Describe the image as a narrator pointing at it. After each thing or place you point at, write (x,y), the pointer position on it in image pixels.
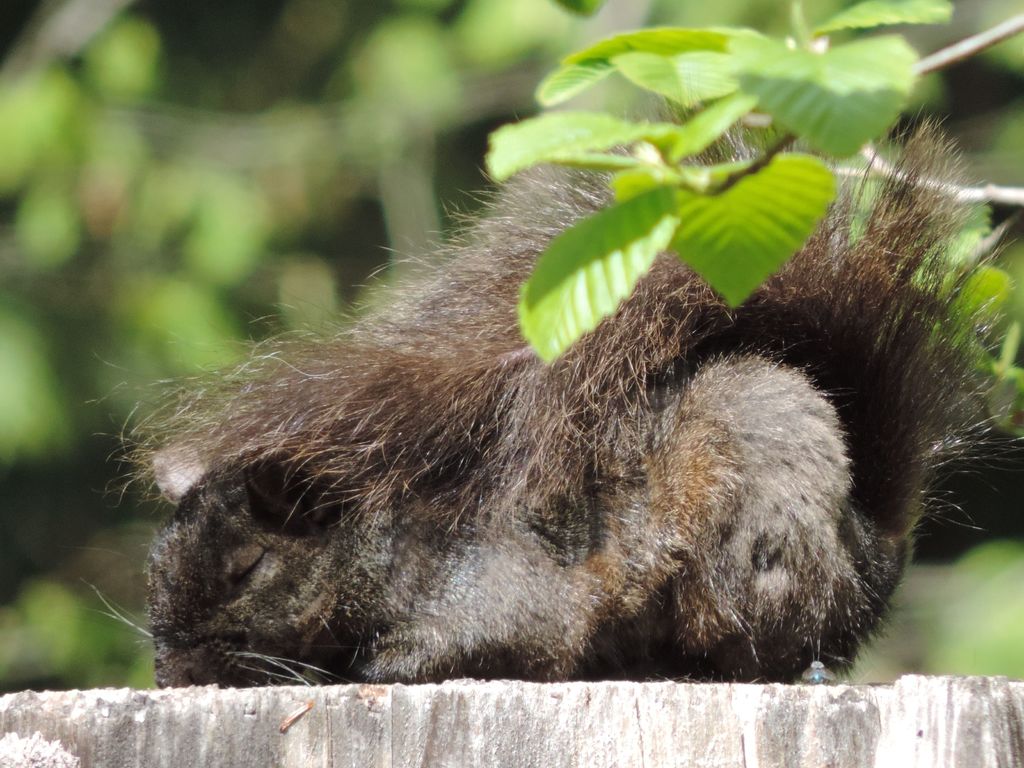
In the image we can see an animal (392,454), brown and black in color. Here we can see the leaves (695,212) and the background (157,319) is blurred.
